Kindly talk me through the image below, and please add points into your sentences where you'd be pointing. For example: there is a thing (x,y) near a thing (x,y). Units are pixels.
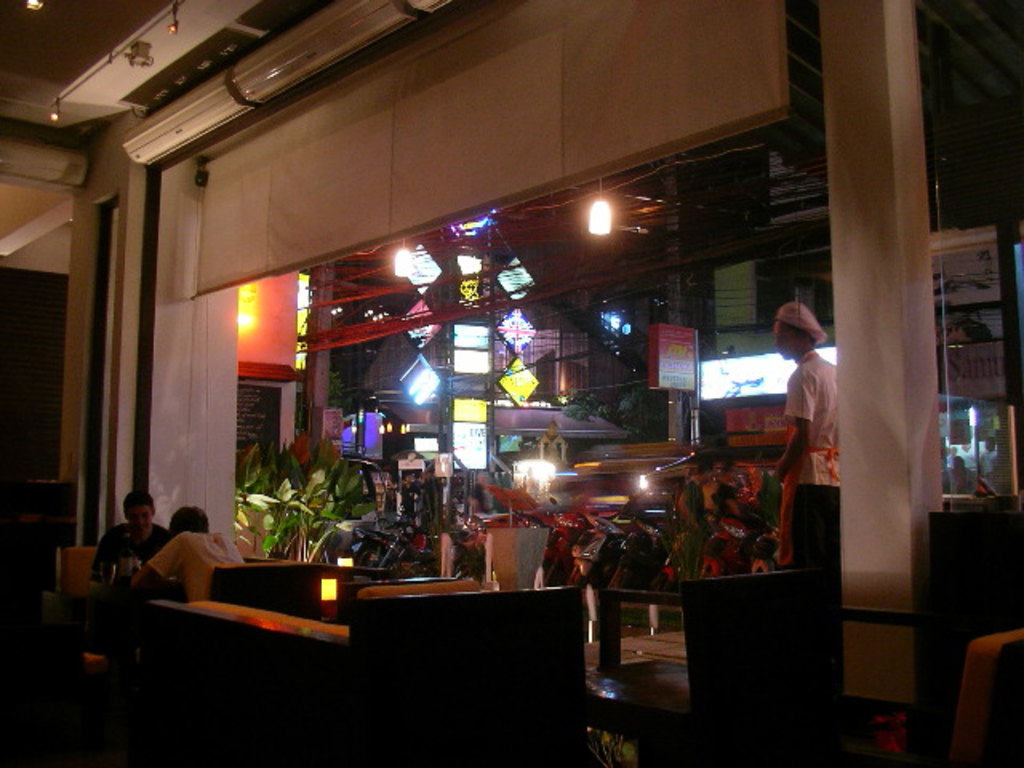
In this image we can see many buildings (555,379). There are few people (192,553) in the image. There are two people (215,545) are sitting on the chair (249,567) near the table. There are many chairs (229,563) and tables (112,583) in the image. There are many lamps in the image. There are many vehicles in the image. There are many advertising boards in the image.
